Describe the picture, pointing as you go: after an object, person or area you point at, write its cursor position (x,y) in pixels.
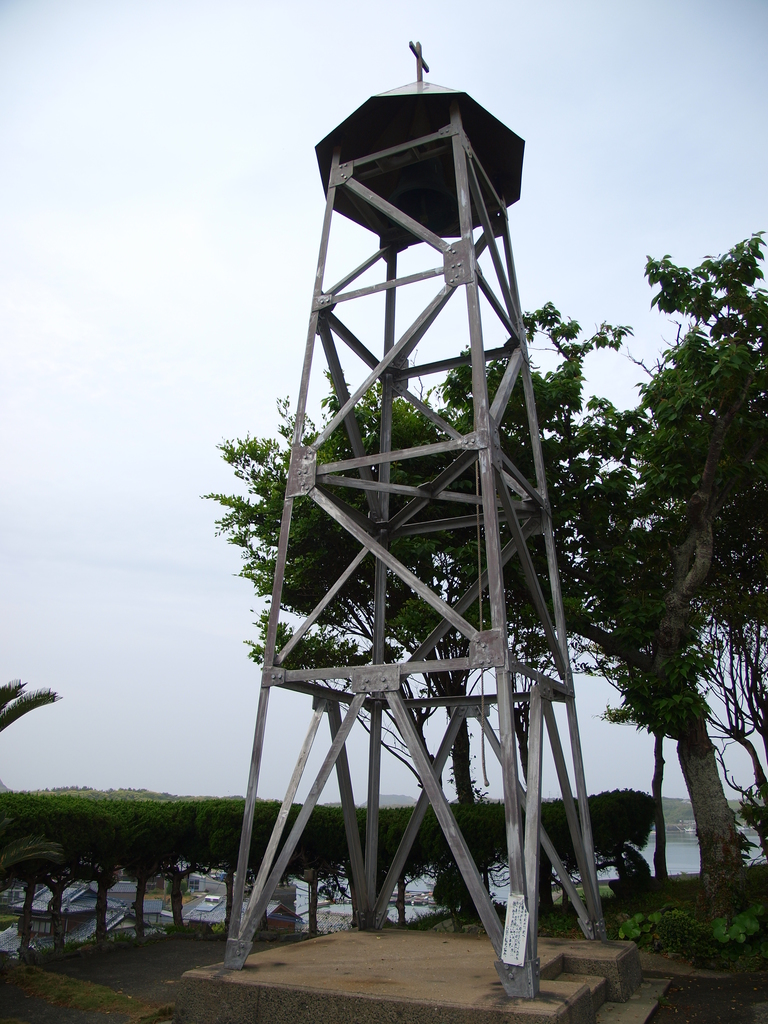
In this image we can see a metal tower (348,337) placed on the concrete surface (344,987) and we can also see trees (577,608) and sky (94,538).
